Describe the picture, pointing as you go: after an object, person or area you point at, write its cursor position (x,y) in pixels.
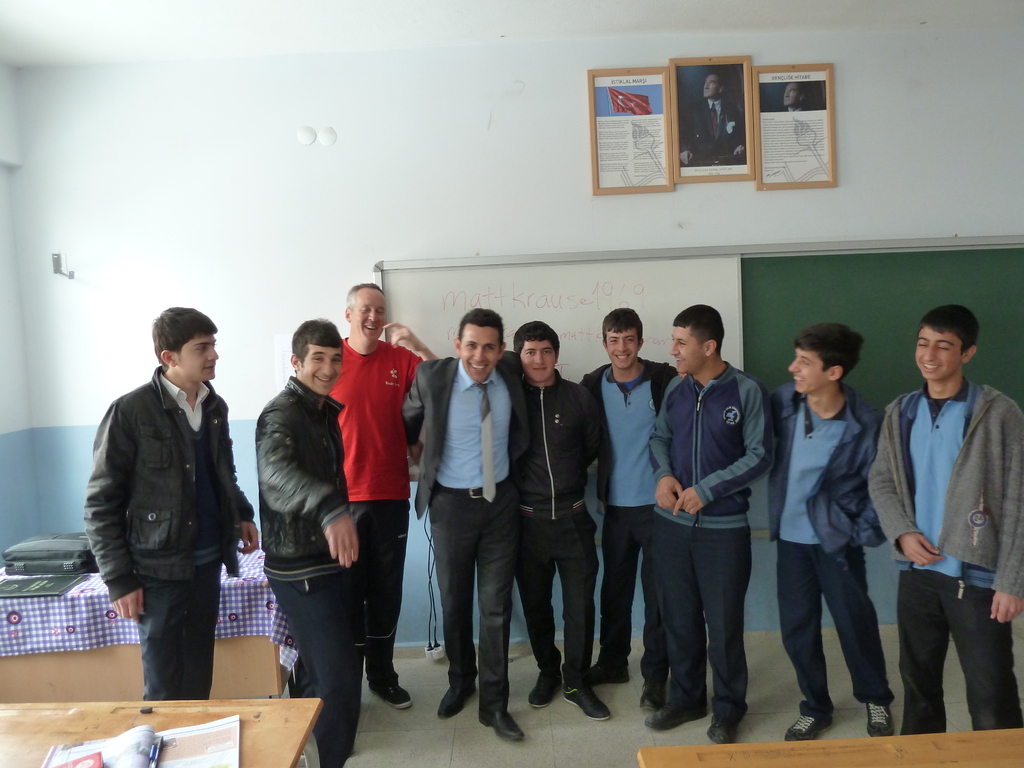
In this image we can see these people (470,642) are standing on the floor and smiling. Here we can see the wooden tables (819,749) on which we can see a book (175,732) and pen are kept. In the background (17,582), we can see another table (45,694) upon which we can see a tablecloth (269,627) and some more objects (61,570) are kept. Here we can see white and green color boards (454,293) and photo frames (709,124) fixed to the wall (603,210).
